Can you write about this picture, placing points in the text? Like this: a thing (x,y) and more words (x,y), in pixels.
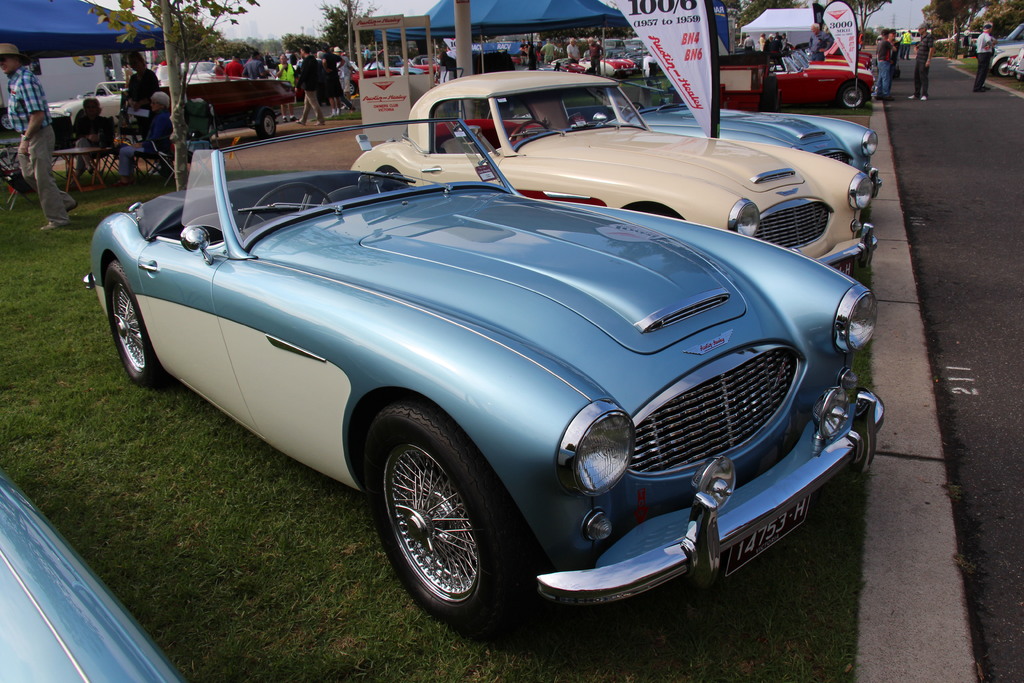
In this image in the center (522,328) there are cars (415,234), and at the bottom (182,458) there is grass (854,494) and walkway (900,459). And in the background (279,77) there are some tents (67,50), tables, chairs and some people (452,68) are sitting and some of them are walking and also there are some boards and trees (181,54).
